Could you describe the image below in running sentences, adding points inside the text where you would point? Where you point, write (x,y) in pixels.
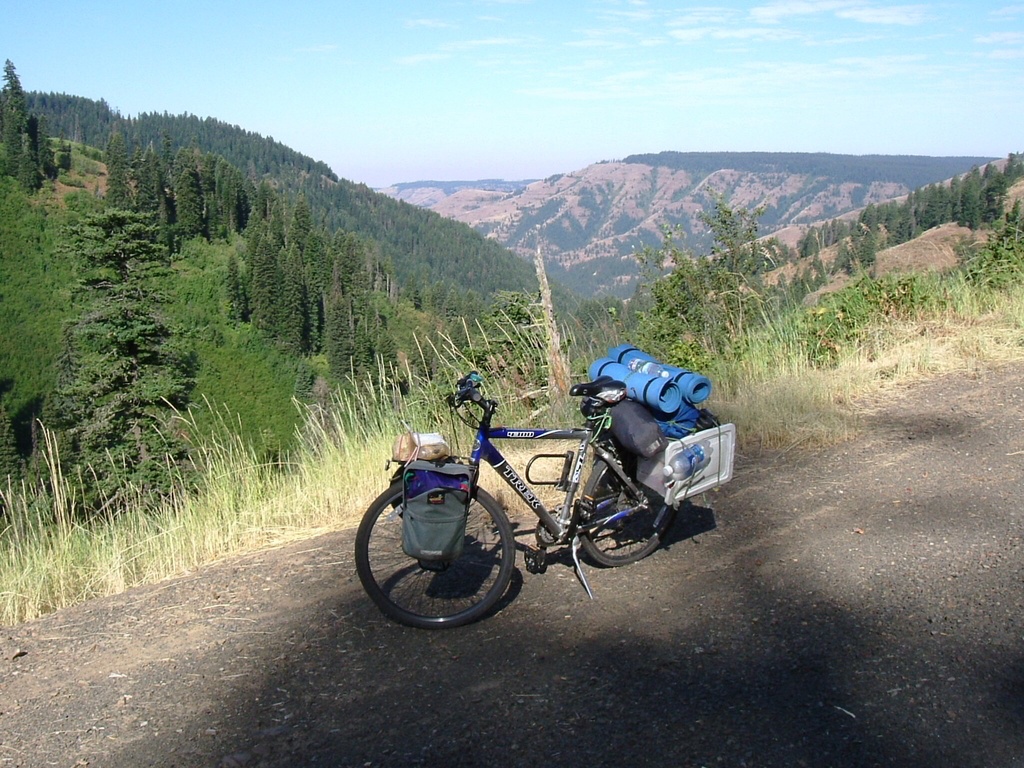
In this image in front (447,512) there is a cycle (549,466) on the road (530,584) and on cycle (605,518) there are few objects (682,400). Behind the cycle (447,459), there's grass (324,461) on the surface (755,356). In the background (630,286) there are trees (276,241), mountains (479,235) and sky (637,74).
